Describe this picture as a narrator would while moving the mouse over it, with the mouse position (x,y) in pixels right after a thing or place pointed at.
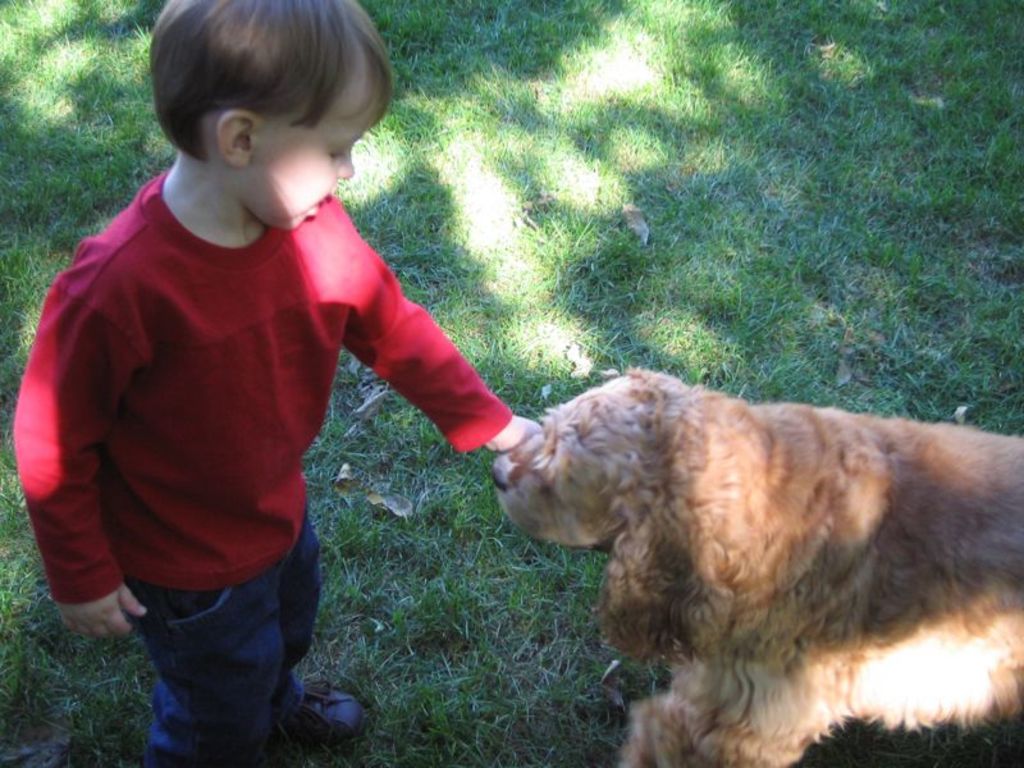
This is a picture of a boy (464,382) catching a dog (988,656), in background (546,382) there is a grass (390,235).
